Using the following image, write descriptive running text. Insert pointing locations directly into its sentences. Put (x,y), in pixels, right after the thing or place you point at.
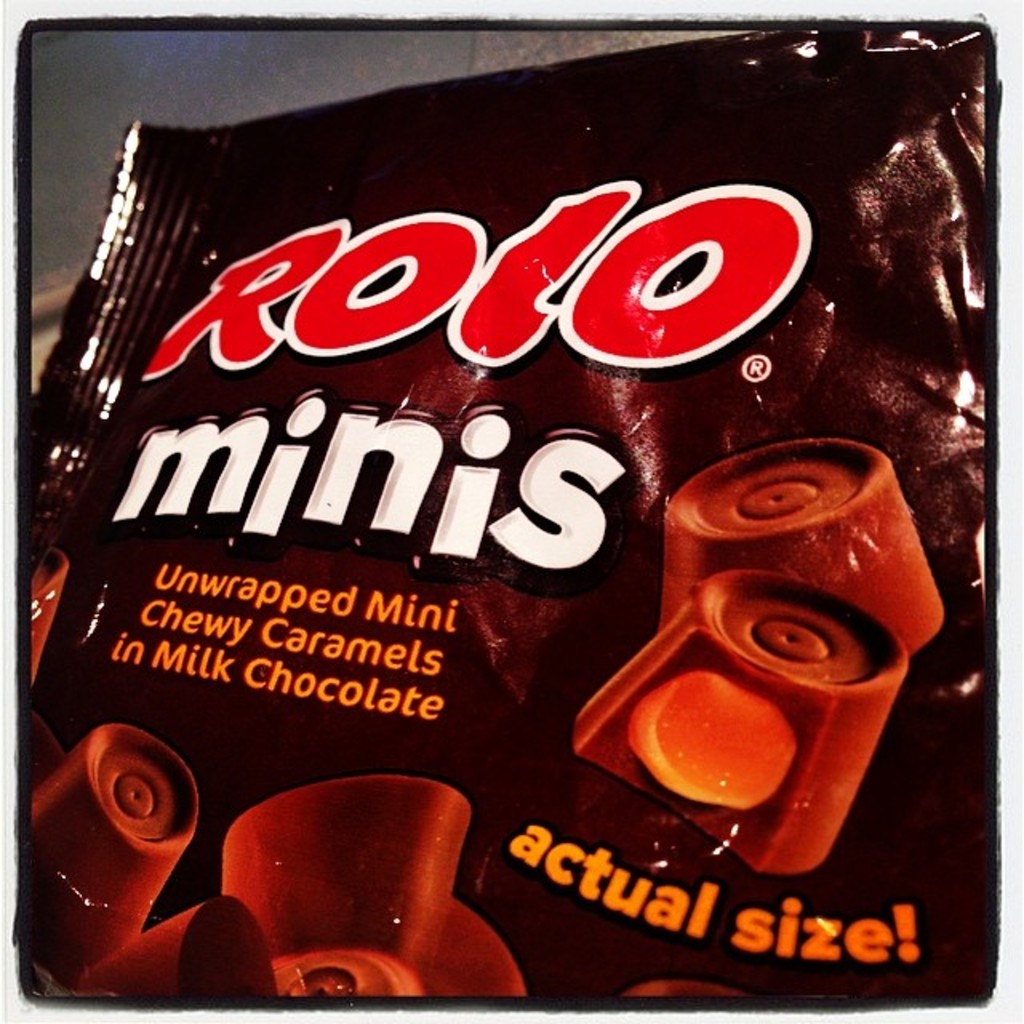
In this image we can see the milk chocolate pack (565,594) with text (245,468) and the image has borders (23,857).
